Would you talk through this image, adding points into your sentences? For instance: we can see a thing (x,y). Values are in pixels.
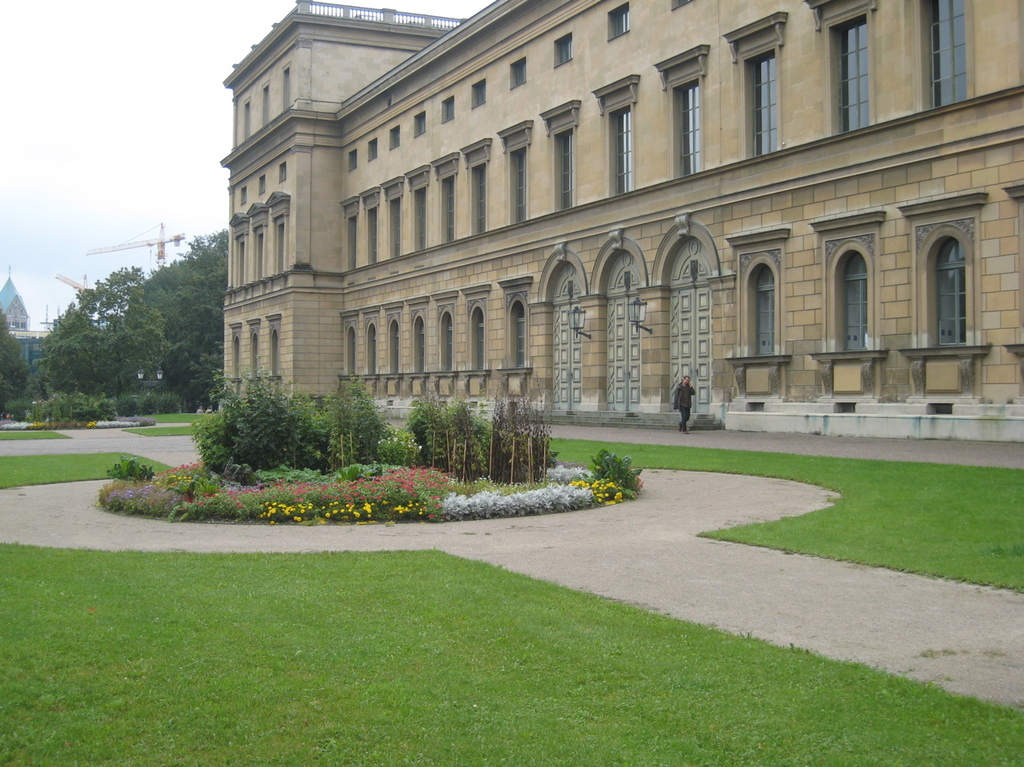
In this image, there is an outside view. There are some plants (127,479) in front of the building (616,245). There are some trees (115,353) on the left side of the image (75,351). There is a sky (89,188) in the top left of the image (99,122).
